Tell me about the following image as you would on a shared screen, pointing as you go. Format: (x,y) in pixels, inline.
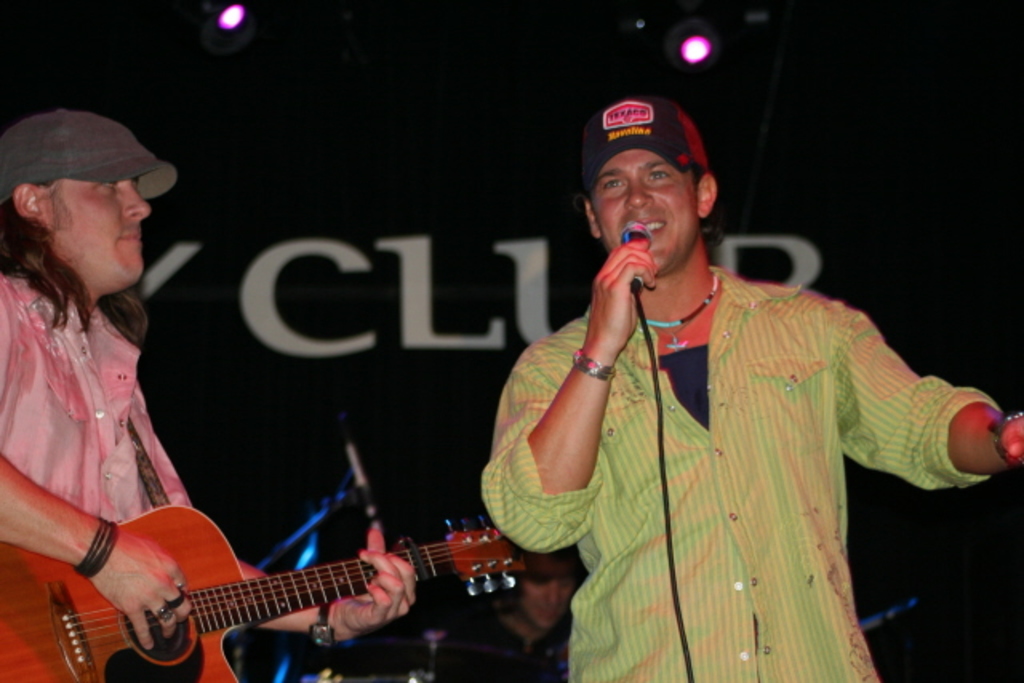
Background (223,300) is dark. We can see lights (694,36) at the top (227,17). We can see a man (814,379) holding a mike (637,256) in his hands (643,261) and singing. At the left side of the picture (90,433) we can see a man (110,276) wearing a cap (73,166) and he is playing a guitar (300,595). Behind to the men (650,572) we can see one person (528,623) and a mike (366,503).
